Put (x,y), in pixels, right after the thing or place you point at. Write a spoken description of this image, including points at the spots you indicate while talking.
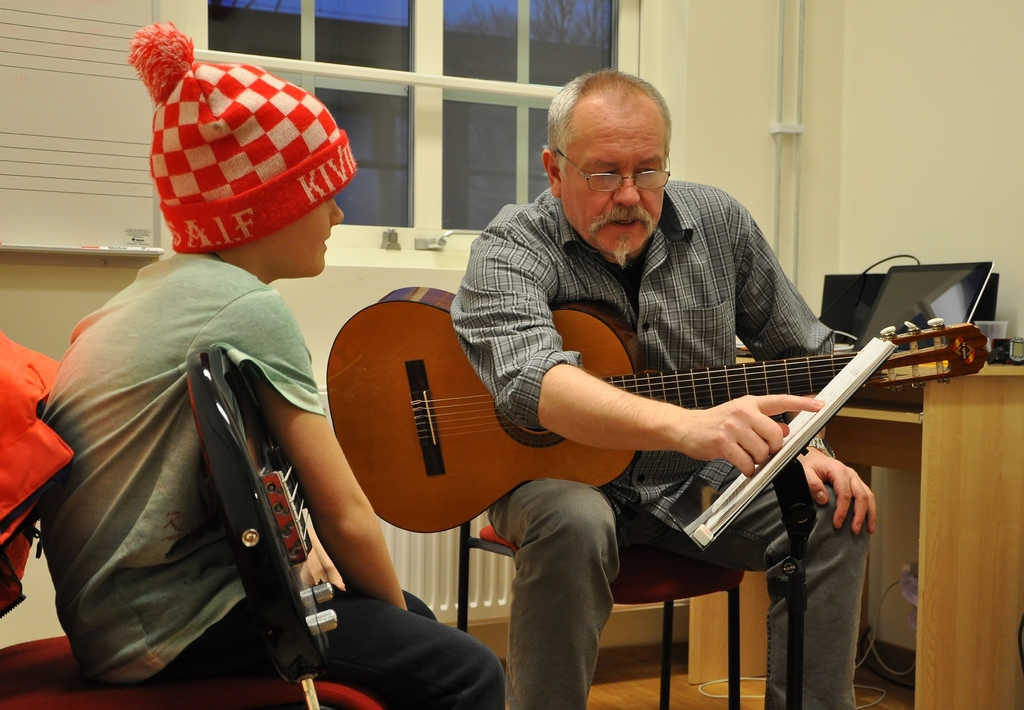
In this image there are two persons (197,605) sitting on the chair (82,682). In front (483,425) the person (581,410) is holding a guitar (660,388) at the background (707,73) there is a window (452,75) and a wall (700,87). On right side (951,450) there is a laptop (968,295) on the table (970,403). In front (830,404) there is a book (786,438) and a stand (793,564).
